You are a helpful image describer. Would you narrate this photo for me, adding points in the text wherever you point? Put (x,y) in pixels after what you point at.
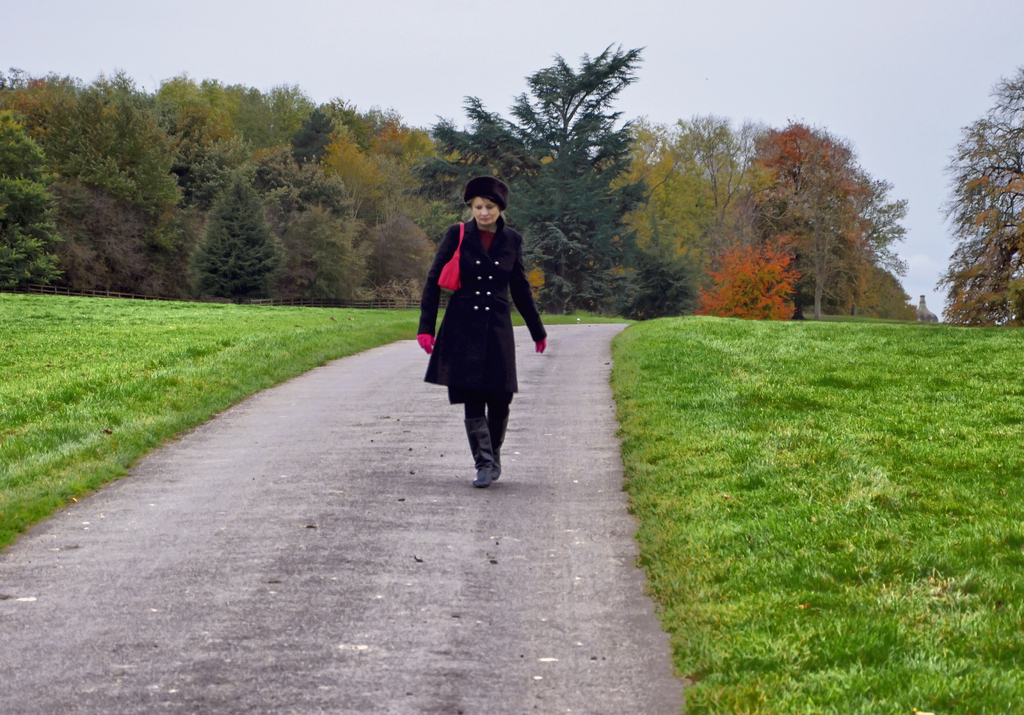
As we can see in the image there is grass (821,395), trees (800,272), a woman (489,237) wearing black color dress (493,322) and walking. At the top (456,9) there is sky (412,28).
